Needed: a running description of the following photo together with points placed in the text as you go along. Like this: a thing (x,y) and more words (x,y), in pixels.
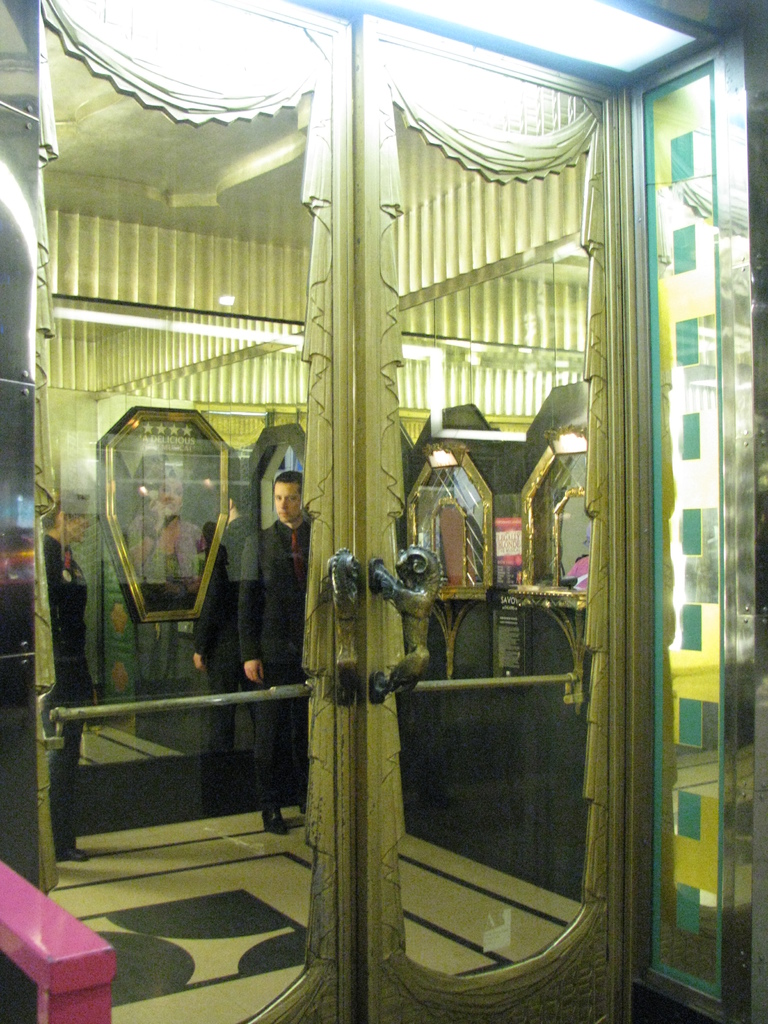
In this image, we can see glass doors (502,657) with handles (350,660). Through the glass (241,605) we can see the inside view. Here we can see few people (246,615), wall (543,643), light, ceiling (169,209) and floor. Left side (93,989) bottom corner, we can see pink color rod (78,951).
